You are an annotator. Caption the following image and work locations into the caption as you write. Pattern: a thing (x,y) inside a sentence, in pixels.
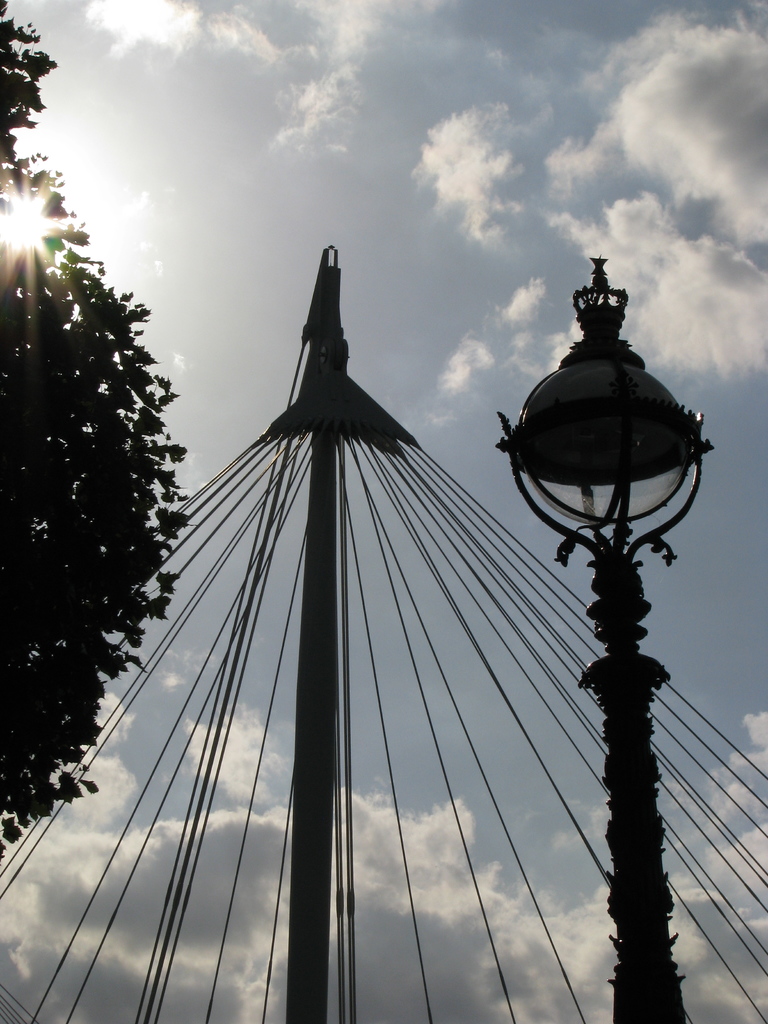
In this image I can see a metal pole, few wires (470,591) to the pole (321,787) and a tree (85,468). In the background (128,246) I can see the sky (310,197) and the sun (34,249).
